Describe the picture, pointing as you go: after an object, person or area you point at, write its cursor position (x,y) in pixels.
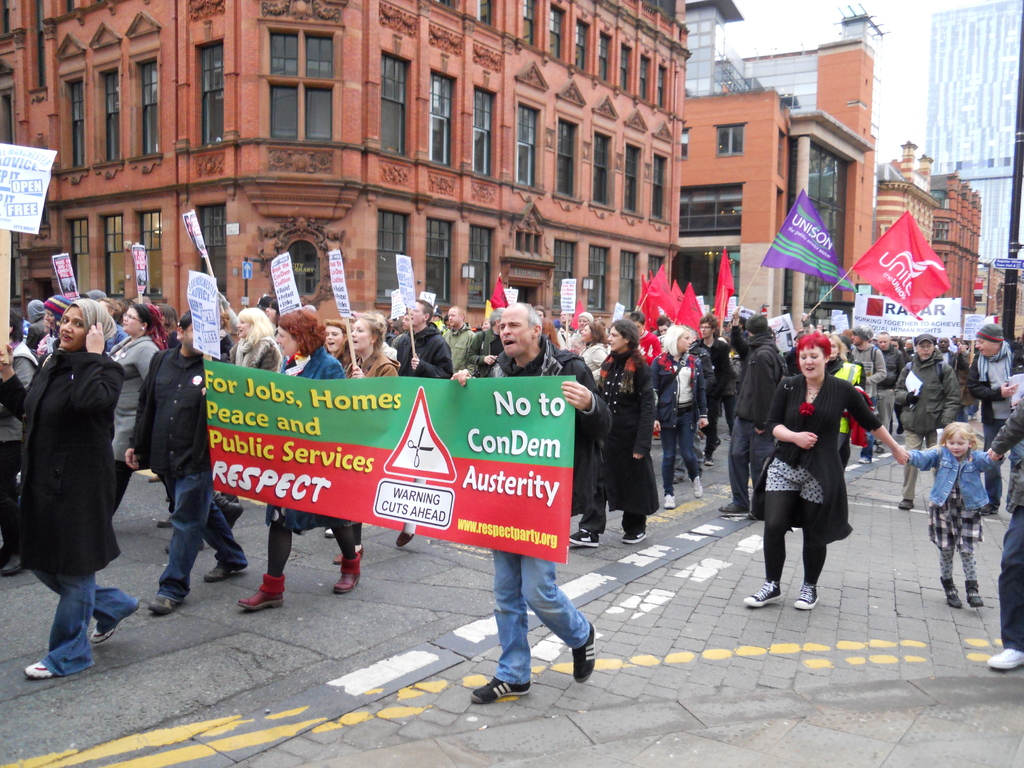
In this image, we can see a group of people (641,526) are walking on the road (204,690) and footpath (722,714). Few are holding banners (381,412) and poles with name board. Background (710,196) we can see so many buildings (564,210), glass windows (726,198), walls (651,70), pillars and sky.
